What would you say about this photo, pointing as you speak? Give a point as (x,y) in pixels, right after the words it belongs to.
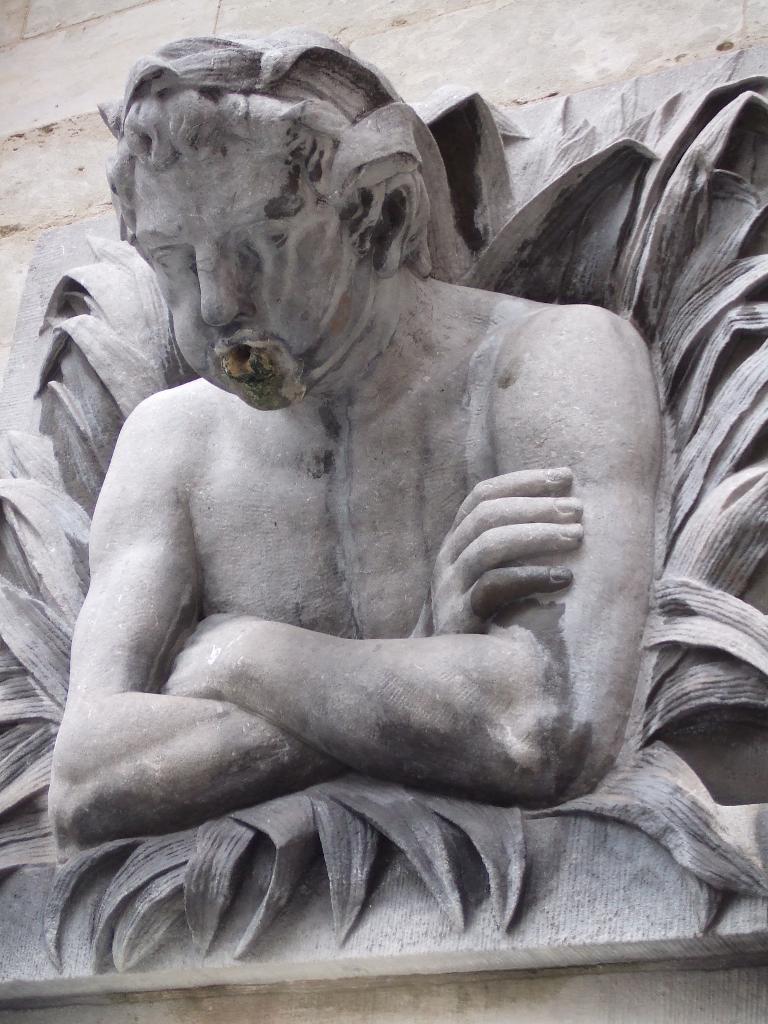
In the picture I can see a sculpture (322,456) of a person (266,539) and there are some other objects (722,472) in the background (722,472).
